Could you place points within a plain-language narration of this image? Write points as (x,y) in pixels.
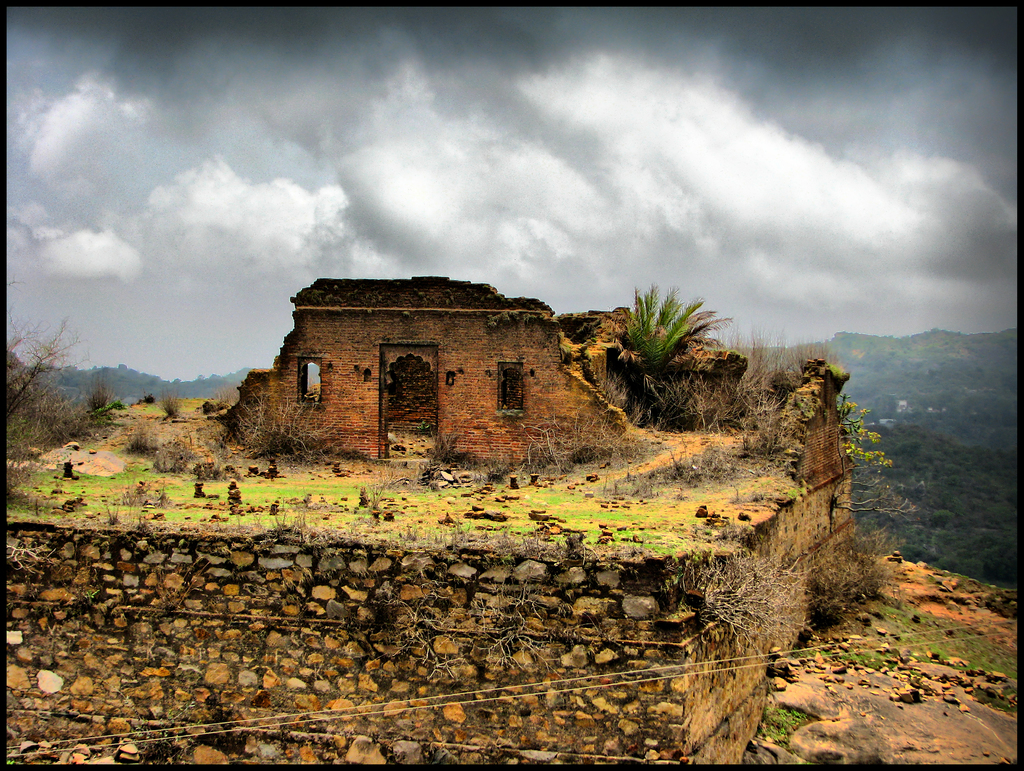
There is a collapsed building (498,357) and there are few other objects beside it and there are trees (908,436) in the background (918,435) and the sky (574,145) is cloudy.
